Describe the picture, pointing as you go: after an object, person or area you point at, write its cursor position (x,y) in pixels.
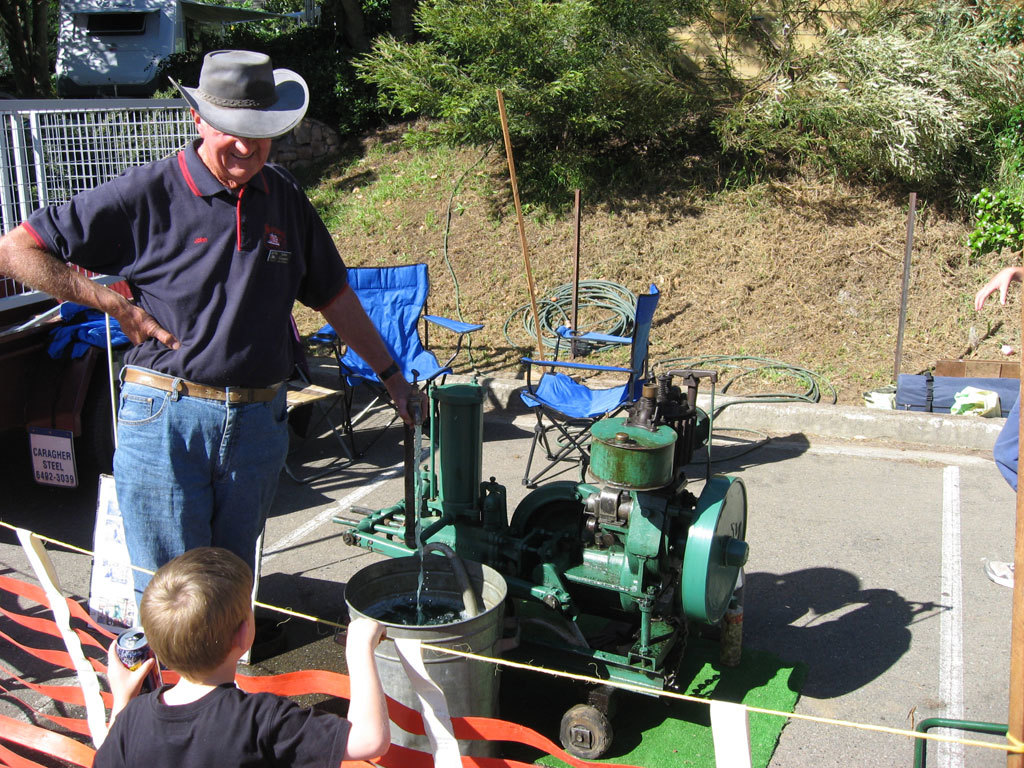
In the front of the image (386,636) there is a boy (224,606), person (181,401), container (476,587), water (467,613), machine (729,503), chairs (377,315), board (47,446), mesh (104,163) and objects (724,626). Person (156,216) wore a hat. Boy (215,749) is holding a tin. In the background of the image (394,109) there are plants (657,91), cables (615,297) and objects (190,7).
